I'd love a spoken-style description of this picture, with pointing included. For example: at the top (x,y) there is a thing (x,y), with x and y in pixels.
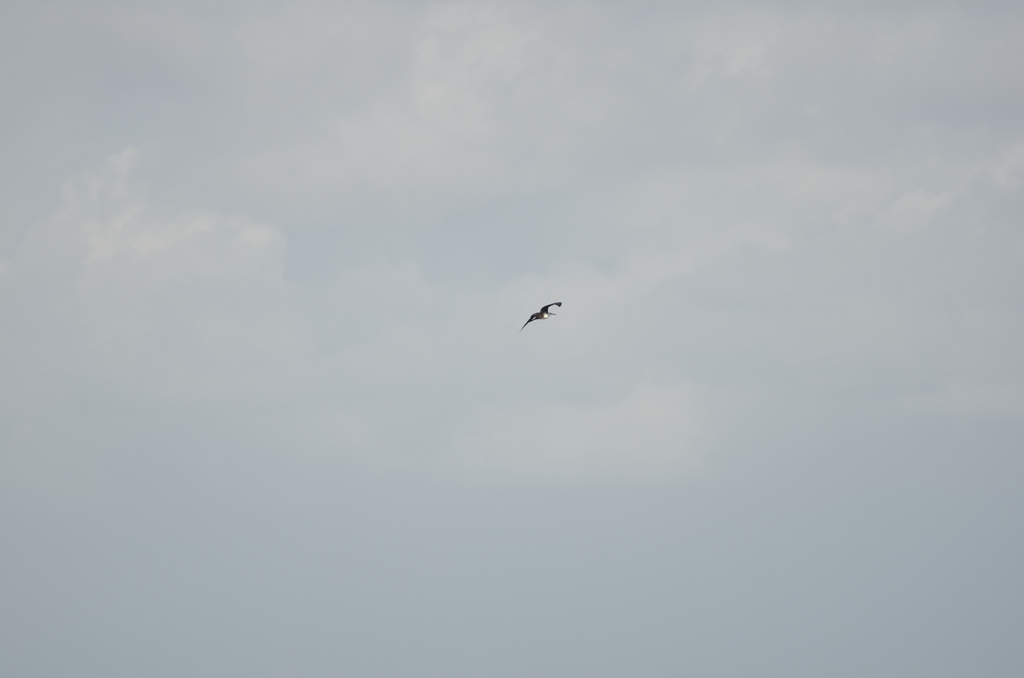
In this picture I can see a bird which is in the middle of picture (550,312) and I see the sky (484,570) in the background (381,164).
